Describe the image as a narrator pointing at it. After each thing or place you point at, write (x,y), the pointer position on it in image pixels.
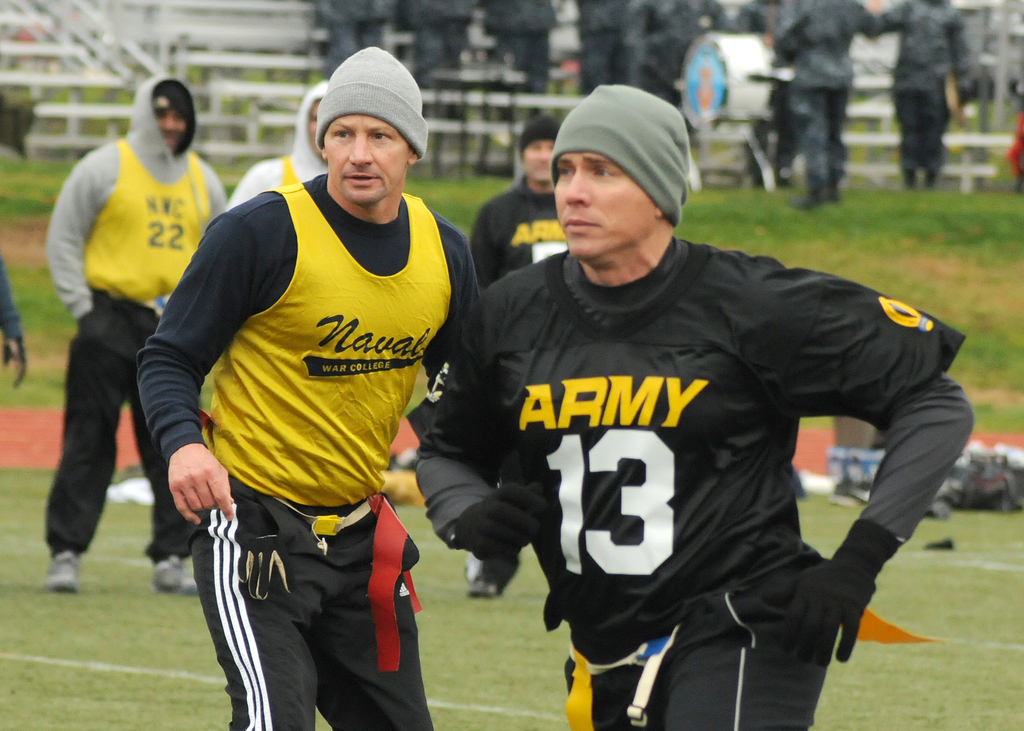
In this image I can see the group of people (483,318) standing on the ground (55,296). These people (357,324) are wearing the different color dresses (346,447). In the back (835,141) I can see few more people (593,52), drum (712,81) and the railing (439,96).
